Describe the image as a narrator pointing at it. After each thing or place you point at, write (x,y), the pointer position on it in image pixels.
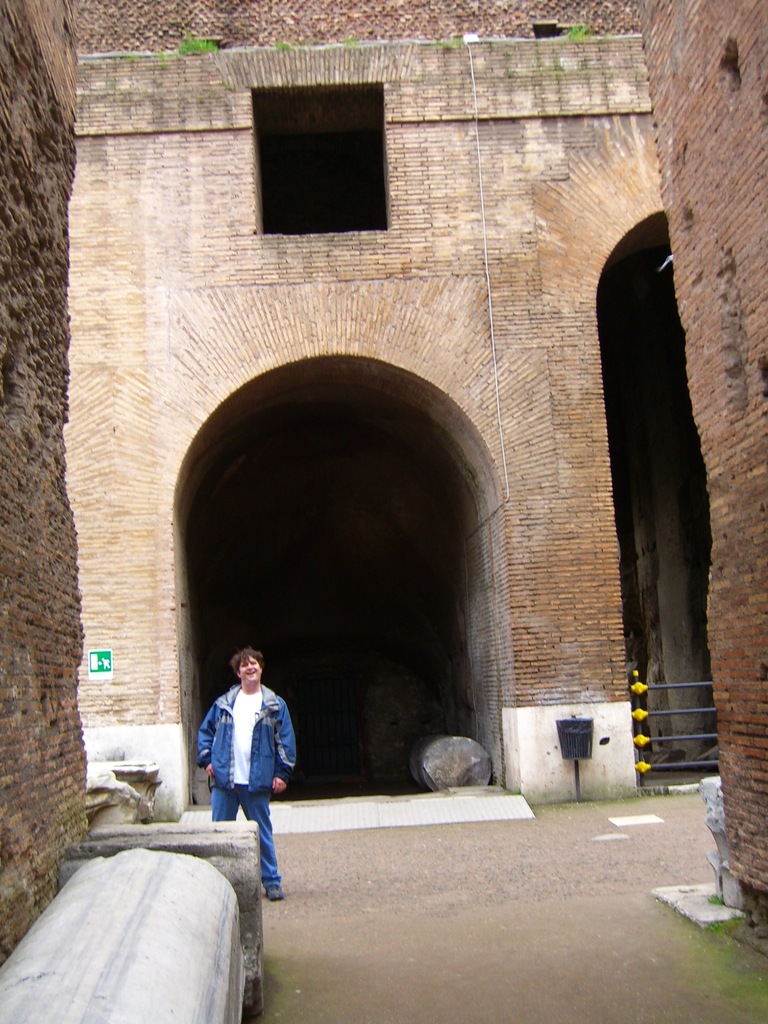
This picture is clicked outside. In the foreground (157,938) we can see some objects (235,899). On both the sides we can see the brick walls (42,708). In the center (257,660) there is a person (234,740) wearing a jacket (273,750) and standing on the ground (289,870). In the background (474,383) we can see the building (243,252), metal rods (637,776) and some other objects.
